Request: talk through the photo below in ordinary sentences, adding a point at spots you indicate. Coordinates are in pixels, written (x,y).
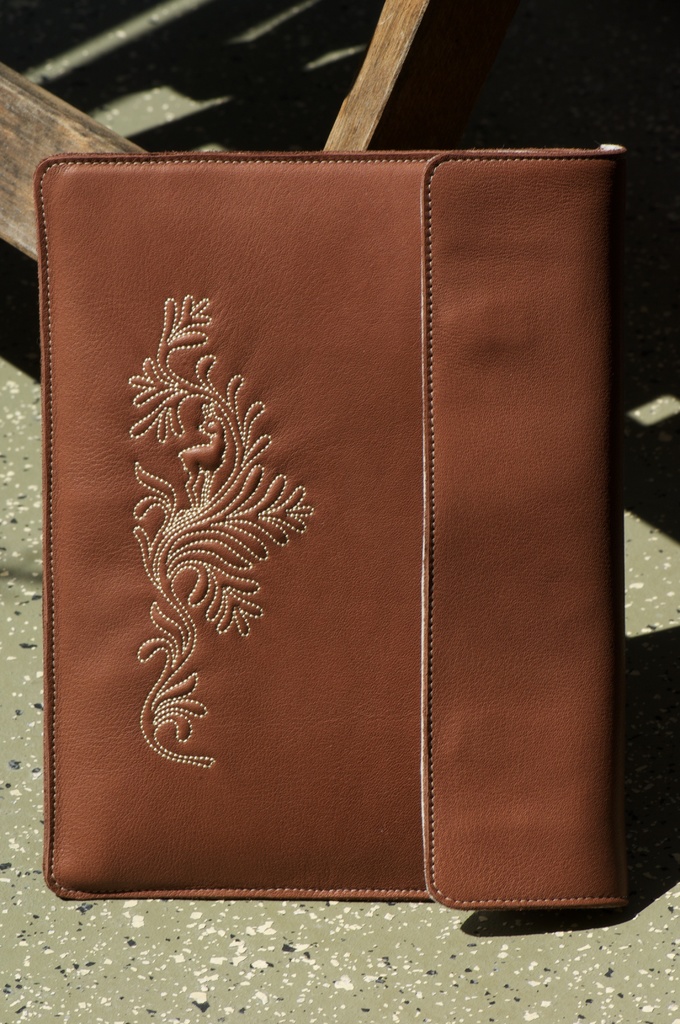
In the center of the image (331,495) we can see a wallet (261,533). At the top of the image (12,219) there is a wood (364,146). In the background of the image (34,842) there is a ground (183,1000).
